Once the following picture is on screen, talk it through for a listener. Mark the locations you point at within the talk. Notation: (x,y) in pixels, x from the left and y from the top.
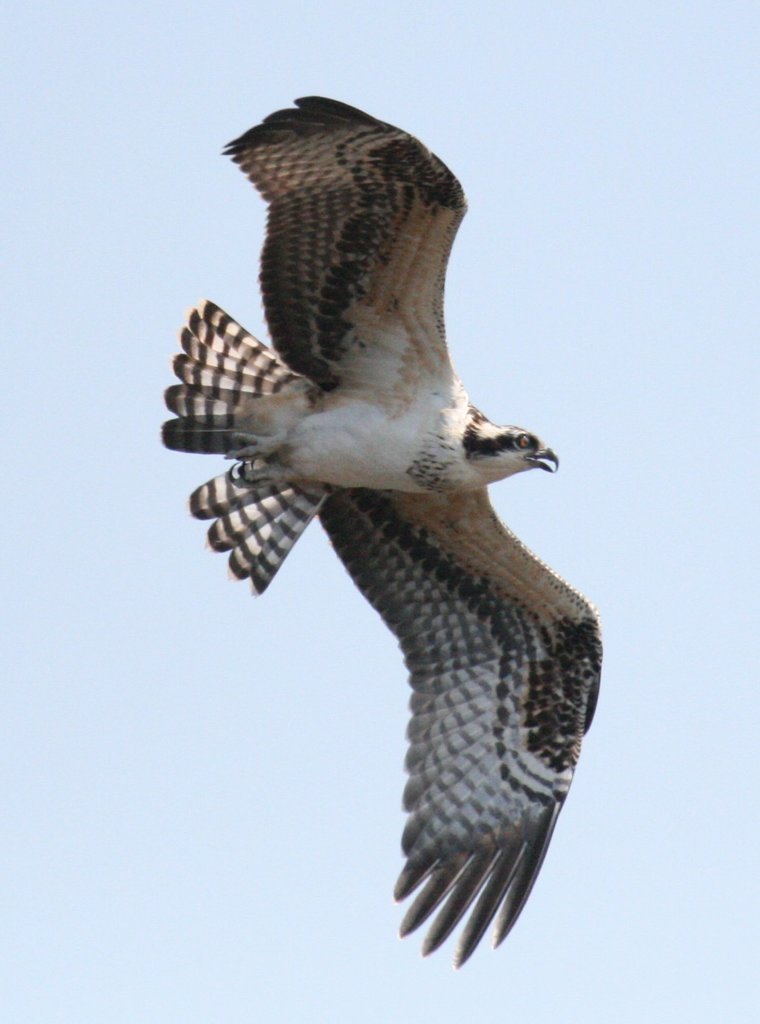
In the center of the image (362,466) we can see a bird (410,466) flying in the sky (553,423).
